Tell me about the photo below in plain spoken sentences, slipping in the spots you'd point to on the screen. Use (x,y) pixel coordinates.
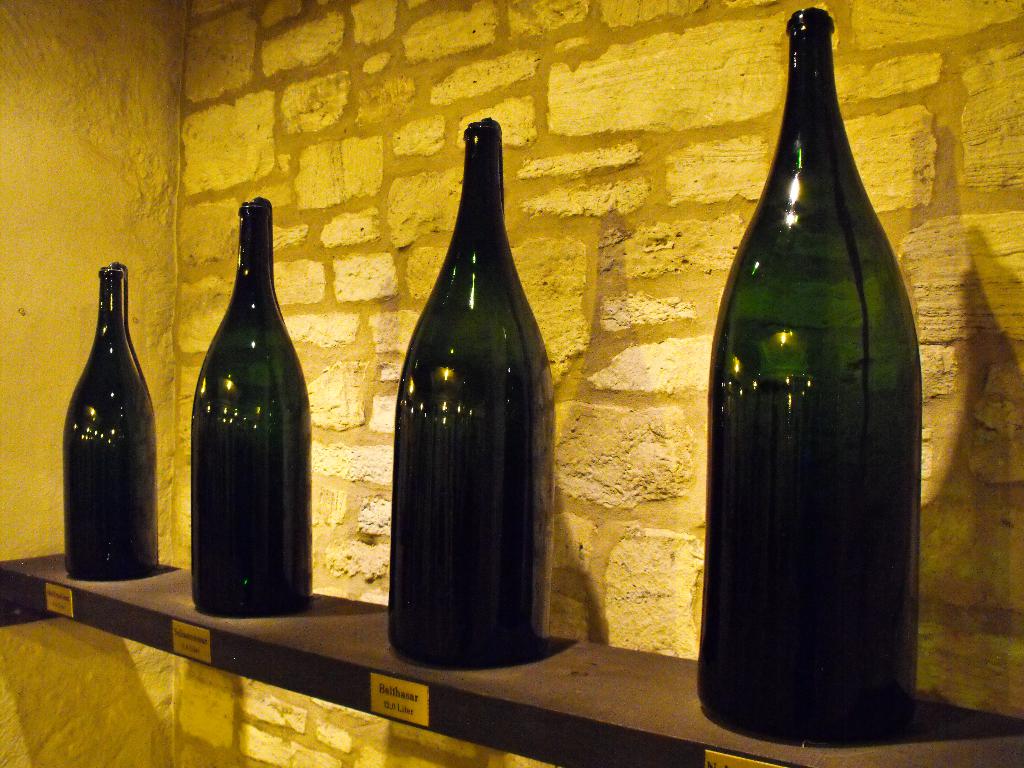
In this image we can see the bottles (455,328), some written text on the wooden desk (492,682) and wall (306,716) in the background (537,258).
